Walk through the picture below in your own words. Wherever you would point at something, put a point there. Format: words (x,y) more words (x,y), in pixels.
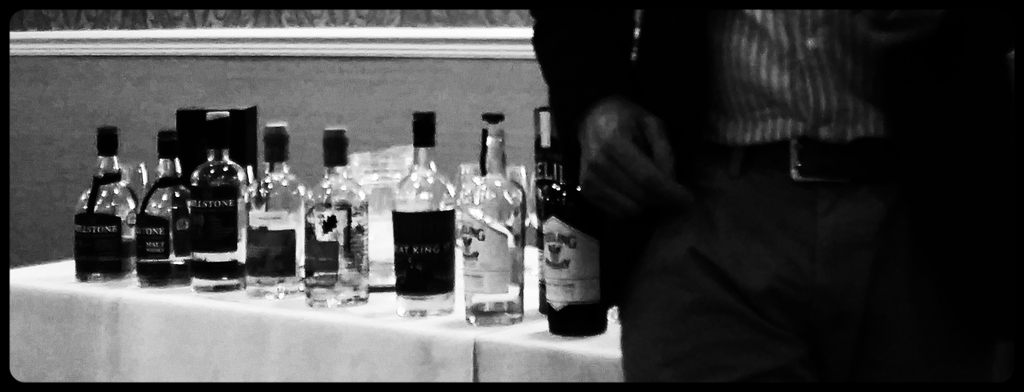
In this image i can see a person (790,88) wearing a shirt (766,64), blazer (686,61) and a pant (793,277) standing, I can see a table (592,339) on which there are number of bottles (342,188). In the background (89,104) i can see a wall (87,83).
